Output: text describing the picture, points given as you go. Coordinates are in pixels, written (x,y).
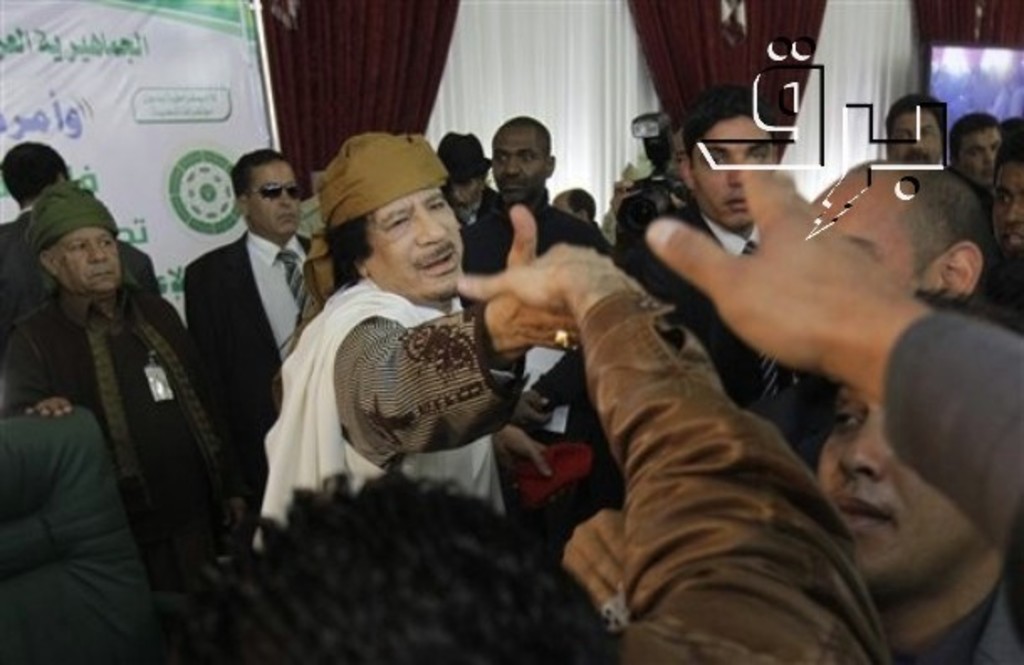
In this picture I can see few people (409,218) are standing, among them two people (574,313) are shaking their hands (583,301), behind there are some curtains (463,57) and board (131,127) with some text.
